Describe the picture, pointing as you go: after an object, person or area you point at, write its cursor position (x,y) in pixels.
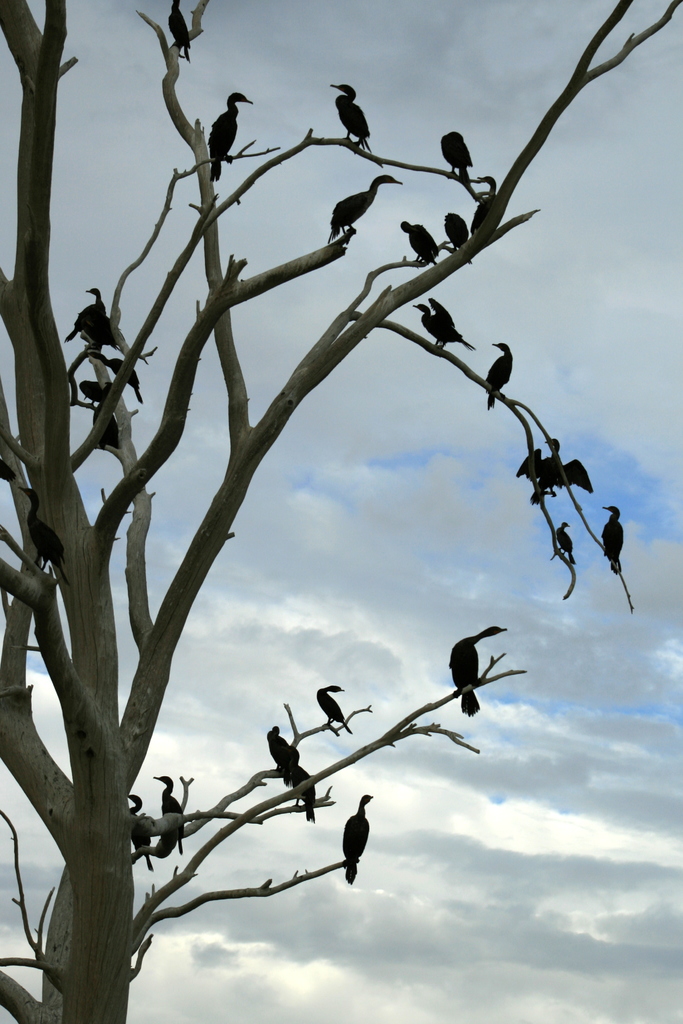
In this picture I can see birds (174,1) on the branches (41,149) of a tree (103,375), and in the background (346,523) there is the sky (354,747).
